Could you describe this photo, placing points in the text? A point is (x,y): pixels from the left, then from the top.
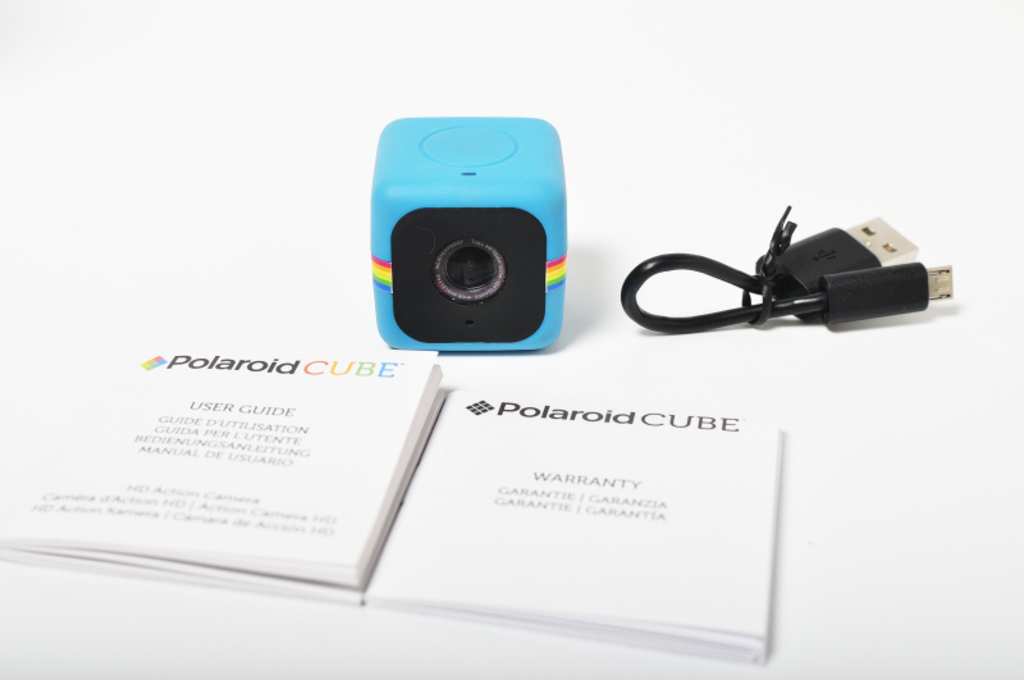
In this image we can see the books (404,442), camera (511,330) and a cable (772,305), also we can see the background (804,218) is white.
